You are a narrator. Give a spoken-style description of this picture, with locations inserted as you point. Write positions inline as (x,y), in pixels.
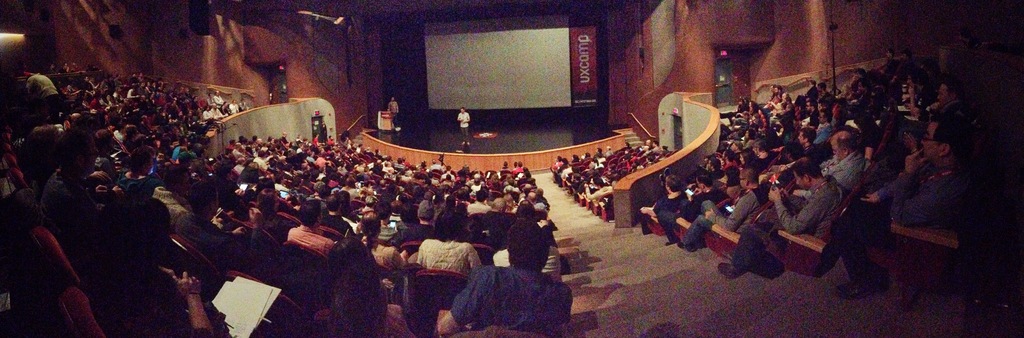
On the right (742,135) there are people (675,188) sitting in chairs (649,153) and there are wall (755,81), door (726,82), light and other objects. Towards left (102,265) there are people (420,216), chairs (197,261), papers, doors (325,134) and wall (262,91). In the center of picture (531,115) there is a stage (444,149), on the stage (542,131) there is a person (462,119). In the background (530,68) there are podium (386,119), person (389,101), screen (502,40) and wall (369,30).
